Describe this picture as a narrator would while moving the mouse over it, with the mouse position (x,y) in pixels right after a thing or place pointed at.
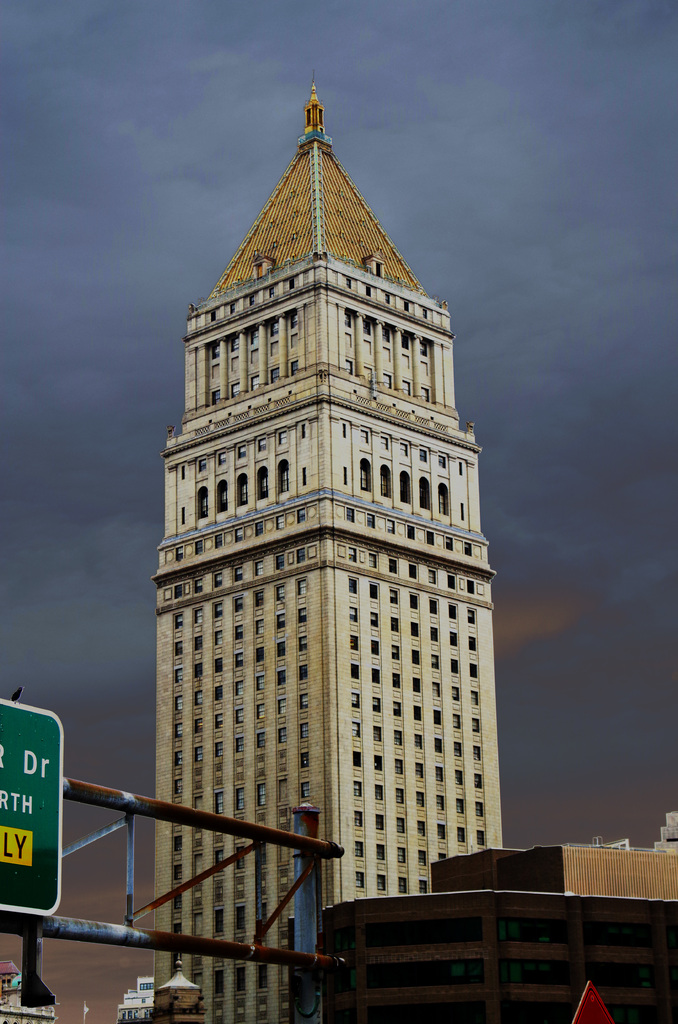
In this image I can see few metal poles (310,863), the green colored board (27,796) to the poles (170,891) and few buildings (322,679). In the background (666,656) I can see the sky (545,333).
